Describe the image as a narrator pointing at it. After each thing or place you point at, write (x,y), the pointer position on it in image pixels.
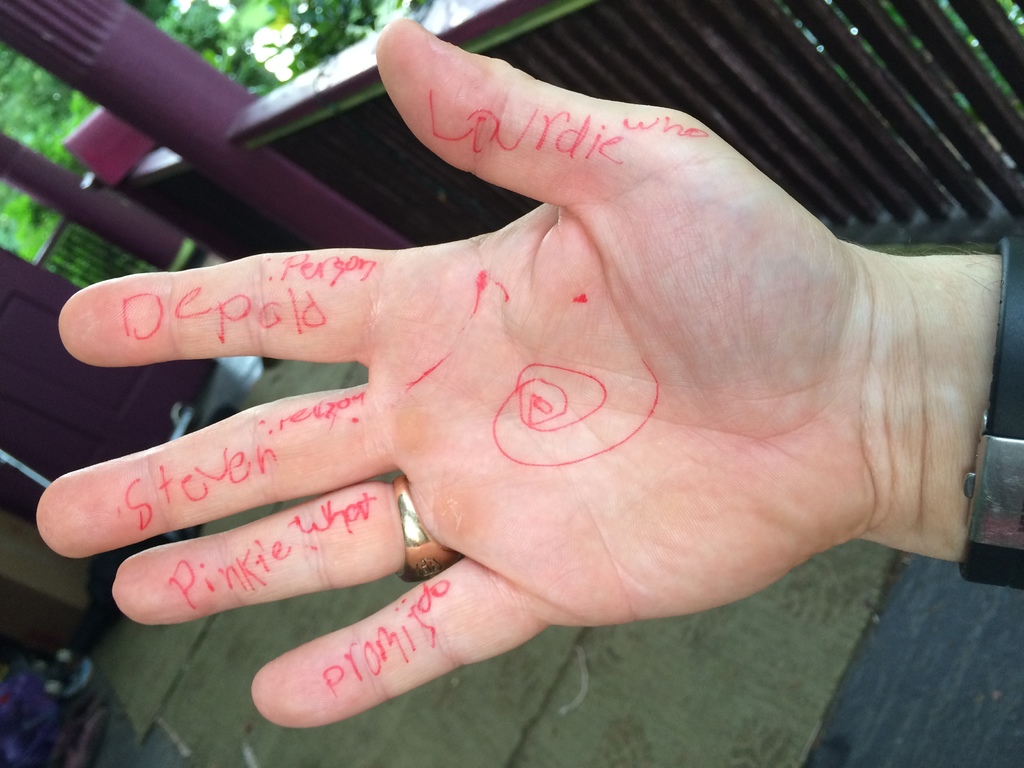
In the middle of this image (631,295), there are texts (325,288) on a hand (338,508) of a person (981,348) who is wearing a watch (1002,483) and a ring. In the background (377,595), there is a floor (377,595) of a building (65,28) having a fence (194,208), pillars (6,154) and a door (12,286) and there are trees (0,112).
